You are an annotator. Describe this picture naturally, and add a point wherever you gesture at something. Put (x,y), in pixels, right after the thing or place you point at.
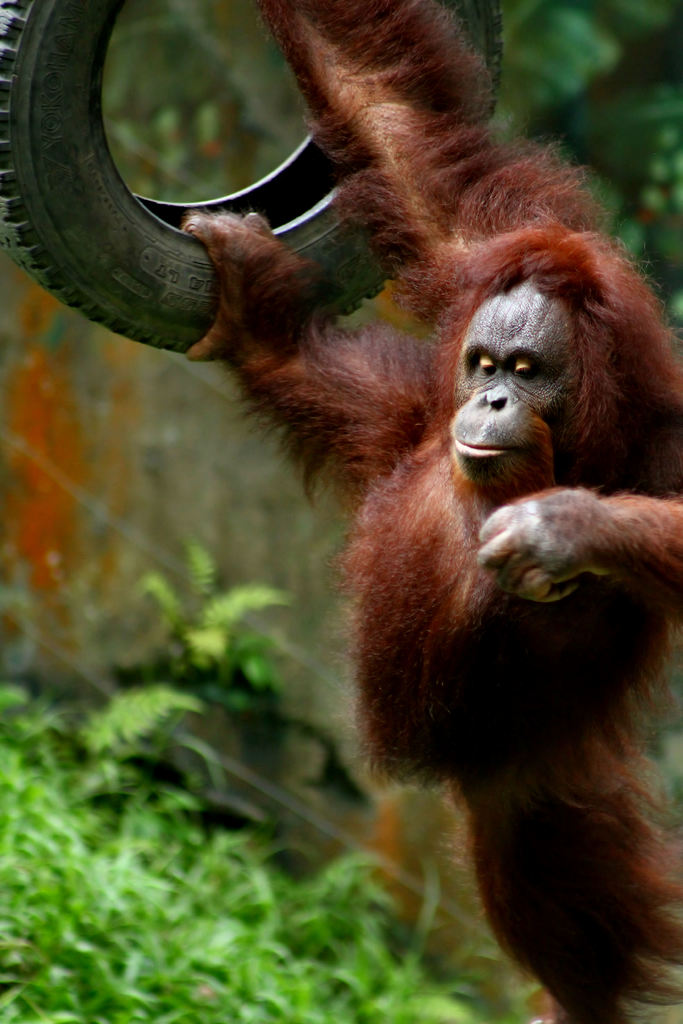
In this image I can see an animal (483,350) is holding a tire (323,292) in hand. In the background (248,772) I can see plants (158,888), trees (196,123) and a fence (210,746). This image is taken may be during a day.
